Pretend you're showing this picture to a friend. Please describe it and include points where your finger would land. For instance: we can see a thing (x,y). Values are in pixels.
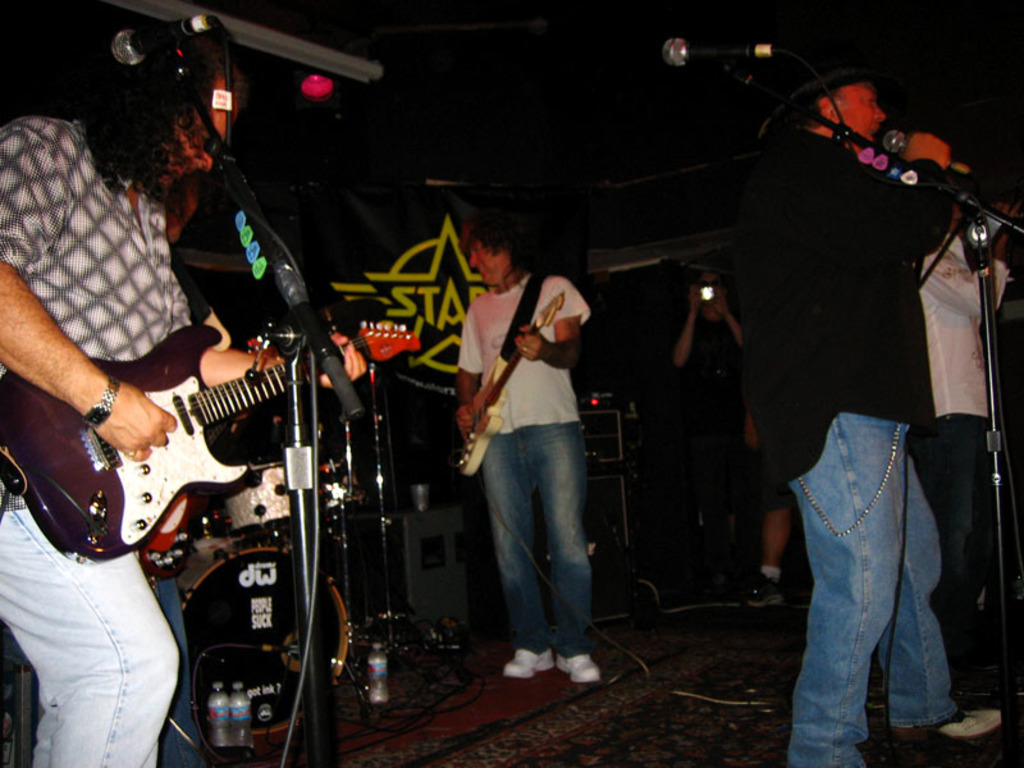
in this image and in this stage (449,705) there are some people (171,321) are standing on the stage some of them they are playing the guitar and some of them they are singing the song and the stage (611,645) has full of instruments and background (269,123) is very dark.
